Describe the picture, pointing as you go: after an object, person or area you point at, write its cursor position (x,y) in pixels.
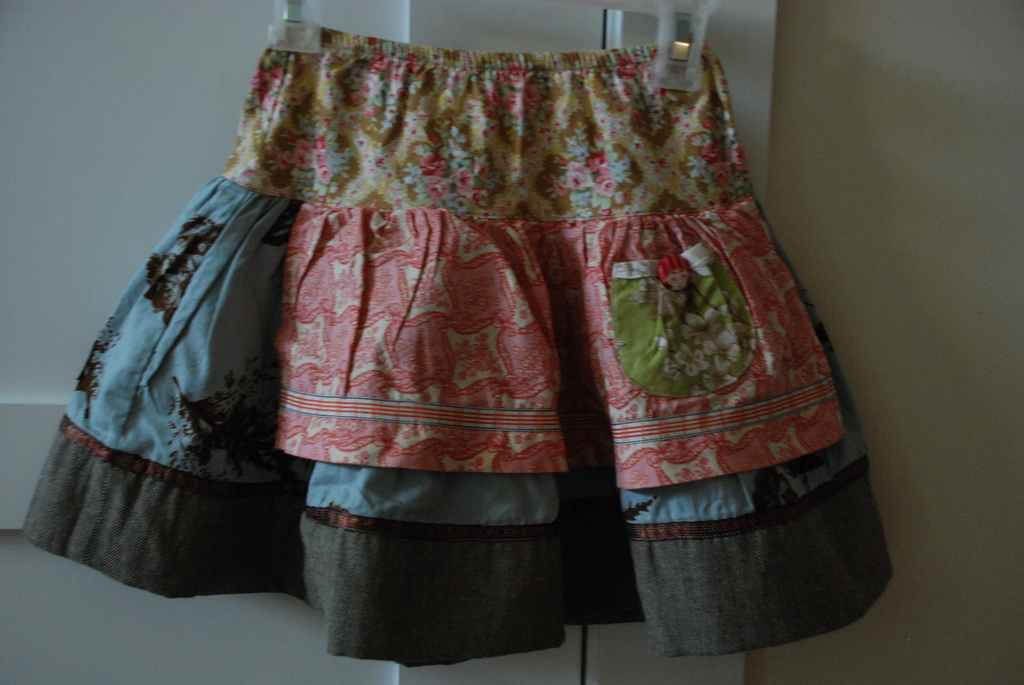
In the image there is a skirt (406,170) hanged in front of the door (349,6) and on the right side (770,174) there is a wall (828,81).
